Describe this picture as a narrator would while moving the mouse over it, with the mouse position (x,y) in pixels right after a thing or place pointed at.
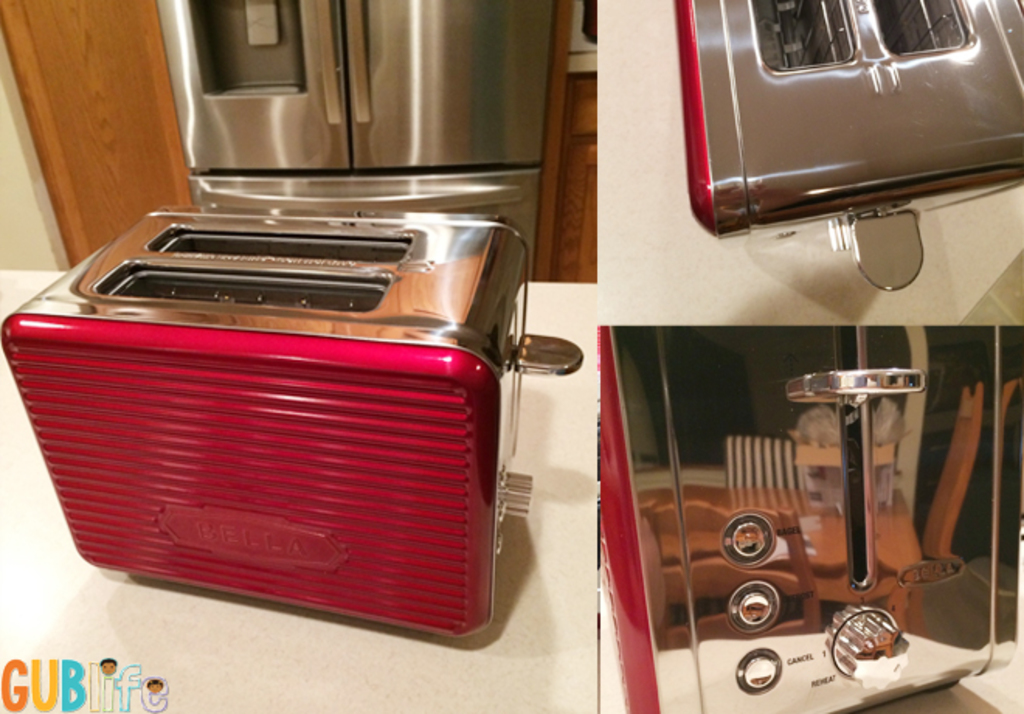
In this image there are toasters (558,370) on the surface (785,300), there is a refrigerator (381,110) truncated, there is text (77,689) in the left corner of the image (76,680).
